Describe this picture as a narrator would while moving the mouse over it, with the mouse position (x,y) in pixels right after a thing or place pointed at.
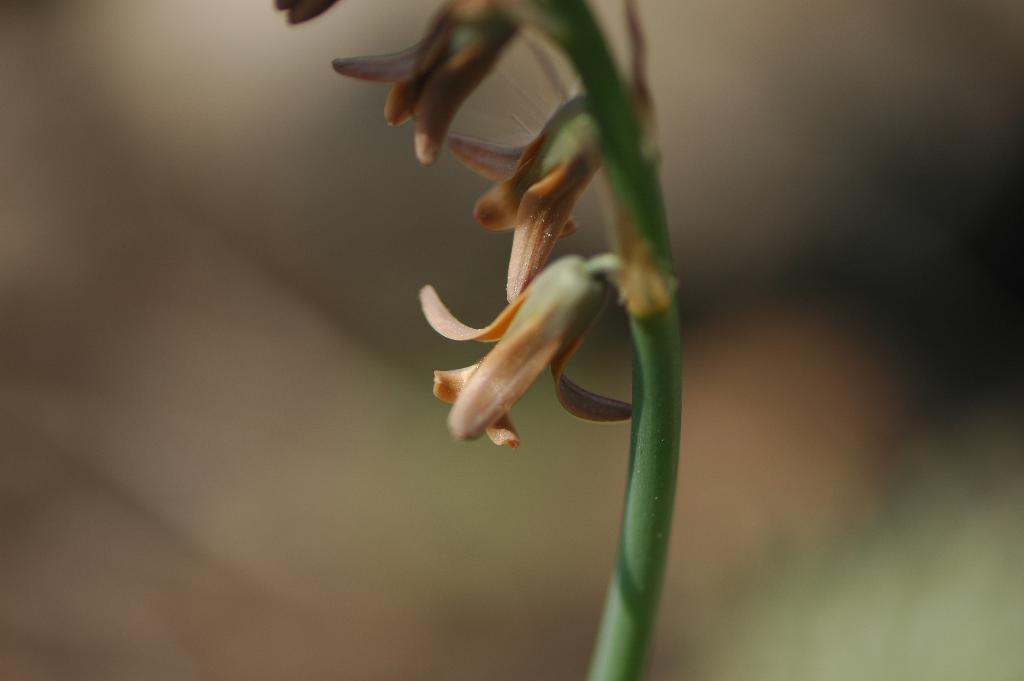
In this image we can see some flowers (510,283), and a stem (613,584), the background (40,609) is blurred.
